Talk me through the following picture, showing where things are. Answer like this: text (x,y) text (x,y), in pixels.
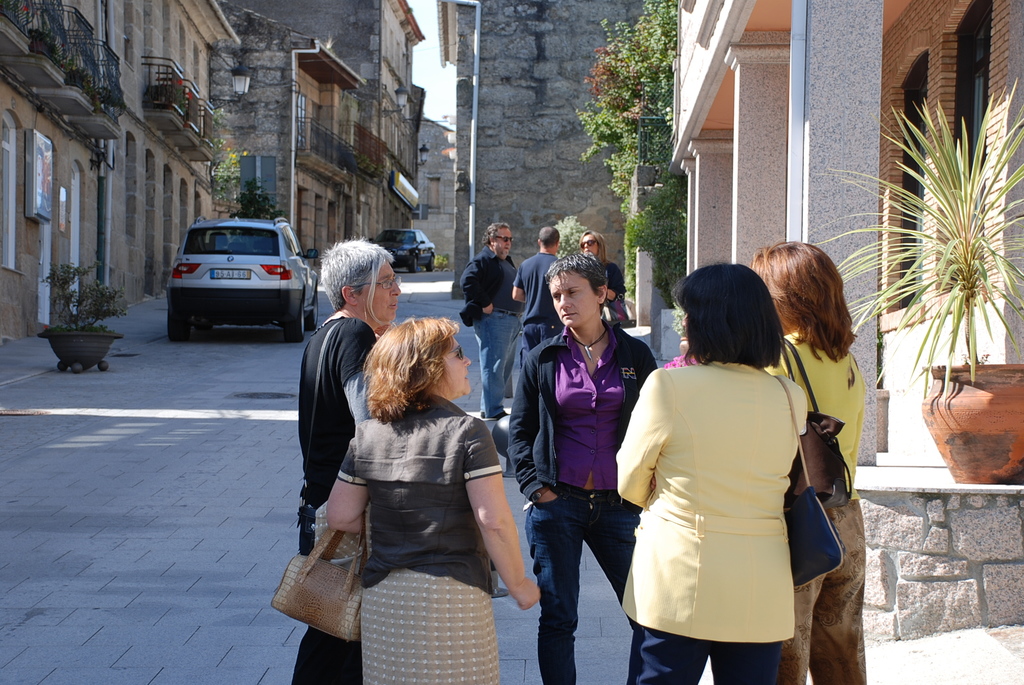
In the foreground (451,516) I can see a group of people (436,546) are standing on the road (287,531) and cars (411,240). In the background (753,232) I can see house plants (1019,460), creepers (653,214), buildings (370,178) and the sky (433,32). This image is taken during a sunny day.
